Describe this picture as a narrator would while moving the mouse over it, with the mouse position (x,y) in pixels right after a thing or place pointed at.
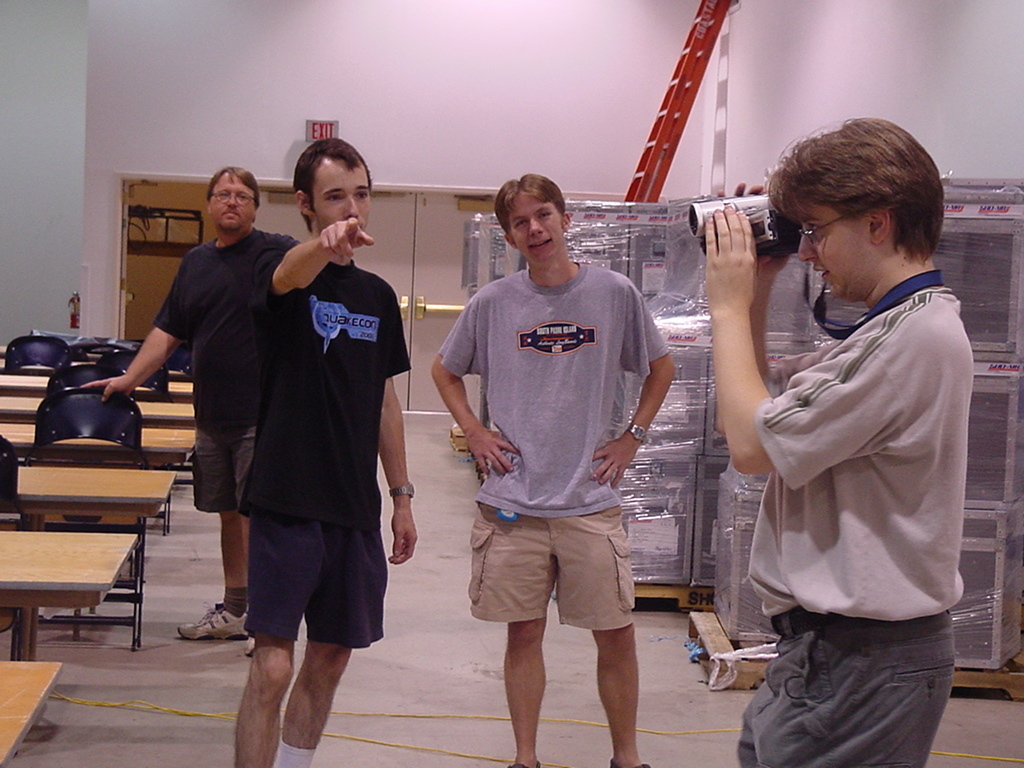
In the middle of the image (584,268) few people (198,255) are standing and he is holding a camera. Behind them there are benches (18,436) and chairs (162,372). At the top of the image (726,181) there is wall (514,131) and ladder (709,4) and sign board (309,130).
